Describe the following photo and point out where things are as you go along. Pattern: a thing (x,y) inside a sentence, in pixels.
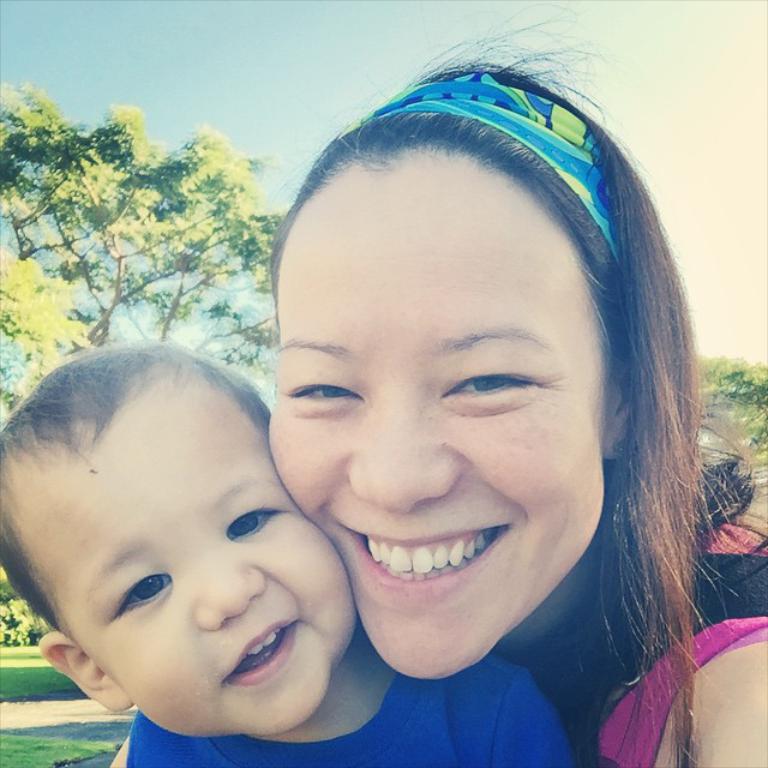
In this picture we can see a woman (458,536), boy (321,687), they are smiling and in the background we can see trees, grass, sky (627,155).
